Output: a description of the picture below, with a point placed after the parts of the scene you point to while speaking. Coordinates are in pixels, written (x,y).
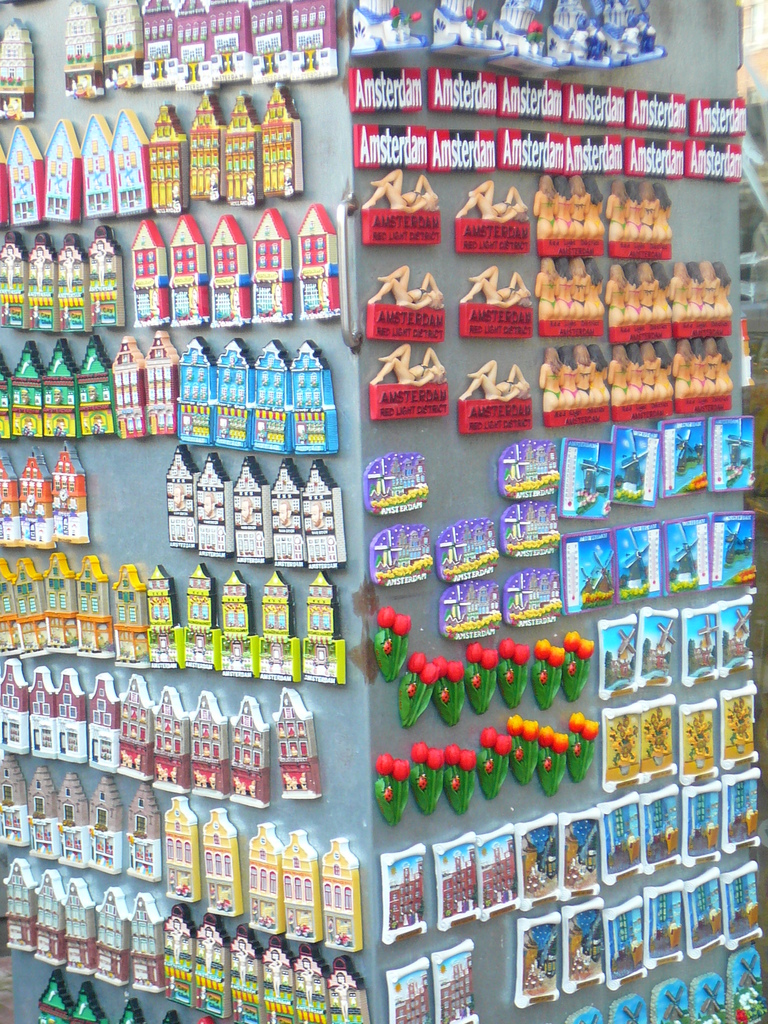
In this picture we can see a metal sheet (353,114), they are looking like magnets (510,96) to the metal sheet (30,1020).
